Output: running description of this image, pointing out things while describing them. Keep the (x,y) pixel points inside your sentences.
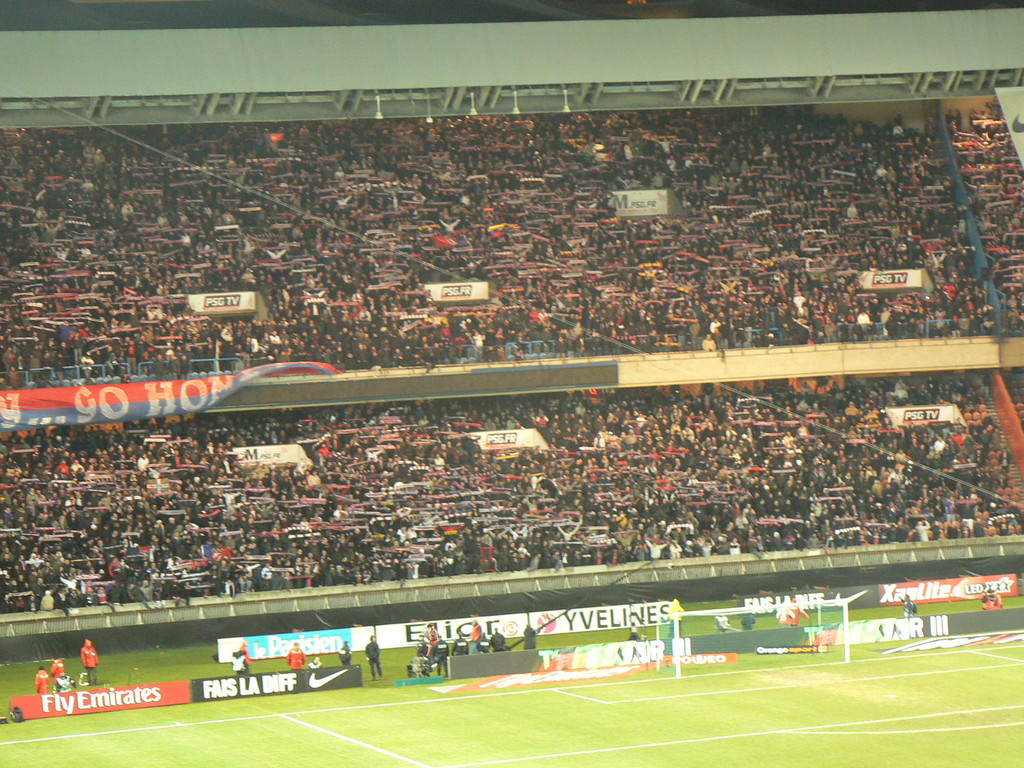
In this picture we can see the ground (711,702), football net (835,629), posters (626,666) and some people (528,625) are standing on the grass (399,667) and in the background (396,170) we can see a group of people (774,434), banner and some objects (219,361).
